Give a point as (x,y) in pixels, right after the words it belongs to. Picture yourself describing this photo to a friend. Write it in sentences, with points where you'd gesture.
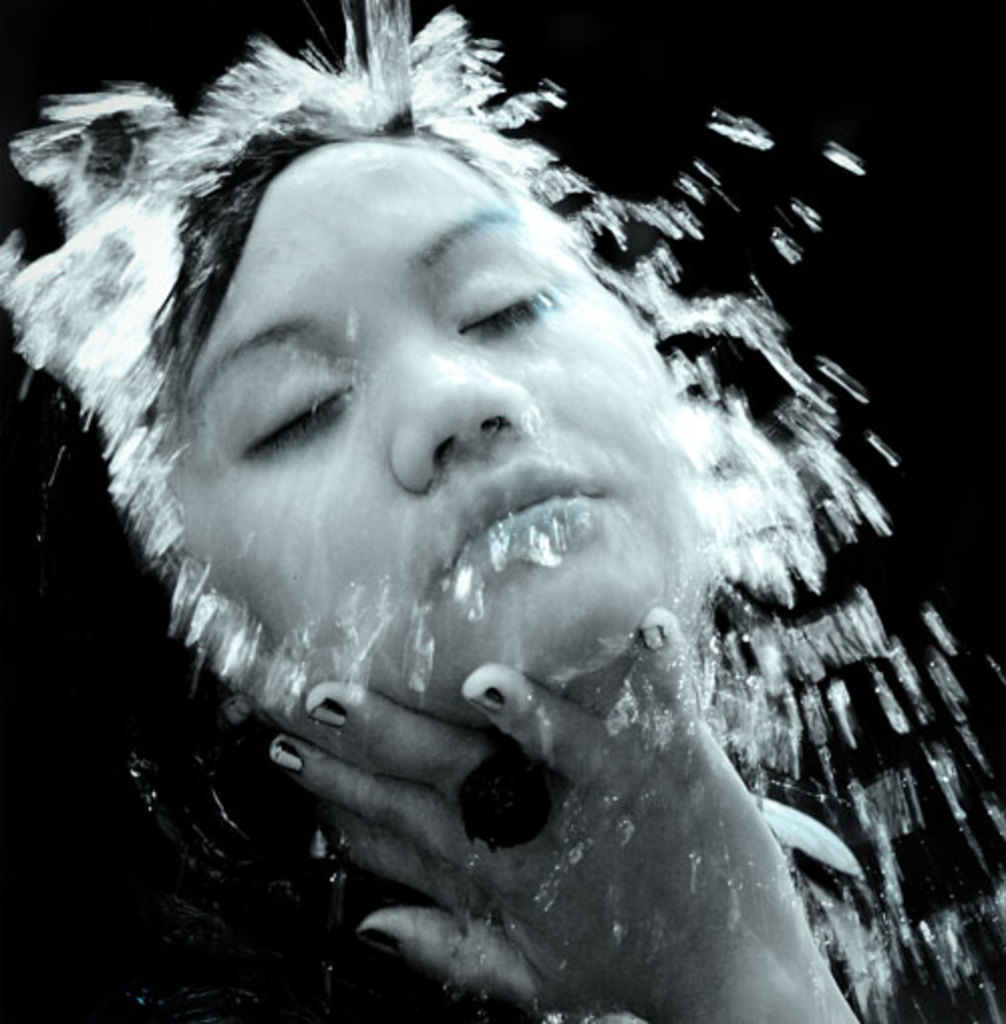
There is a person (410,278) and we can see water (705,331). In the background (955,442) it is dark.
